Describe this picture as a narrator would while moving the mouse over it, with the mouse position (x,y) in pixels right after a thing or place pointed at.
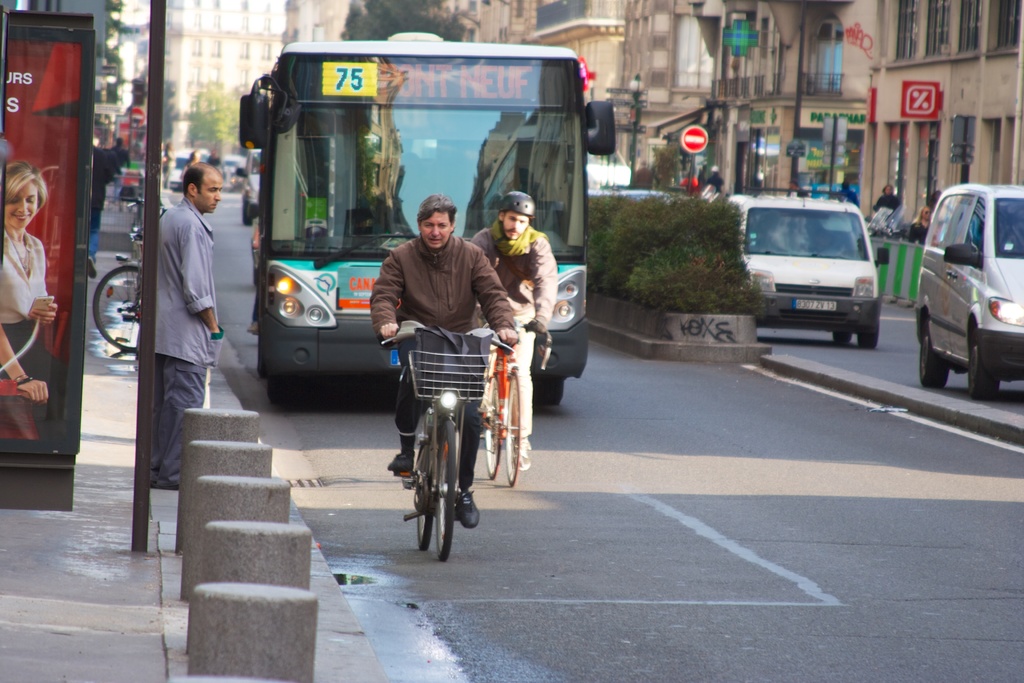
This picture is clicked on a road (547,598). On the extreme left corner of the picture (55,184) there is a banner (64,221) and on it text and picture (20,277) of women (22,251) are there. There is a man (159,307) standing on a walkway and beside him there is a pole (151,228). There is a bus (283,164) on the road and in front of it there are two people (464,282) riding bicycles (449,446). On the other side of the road (688,369) there are cars (815,248). There are plants (668,228) on the divider (692,267). In the background (730,186) there are buildings (947,42), trees (423,15), street lights (630,114), sign boards (690,146) and poles (799,113).
